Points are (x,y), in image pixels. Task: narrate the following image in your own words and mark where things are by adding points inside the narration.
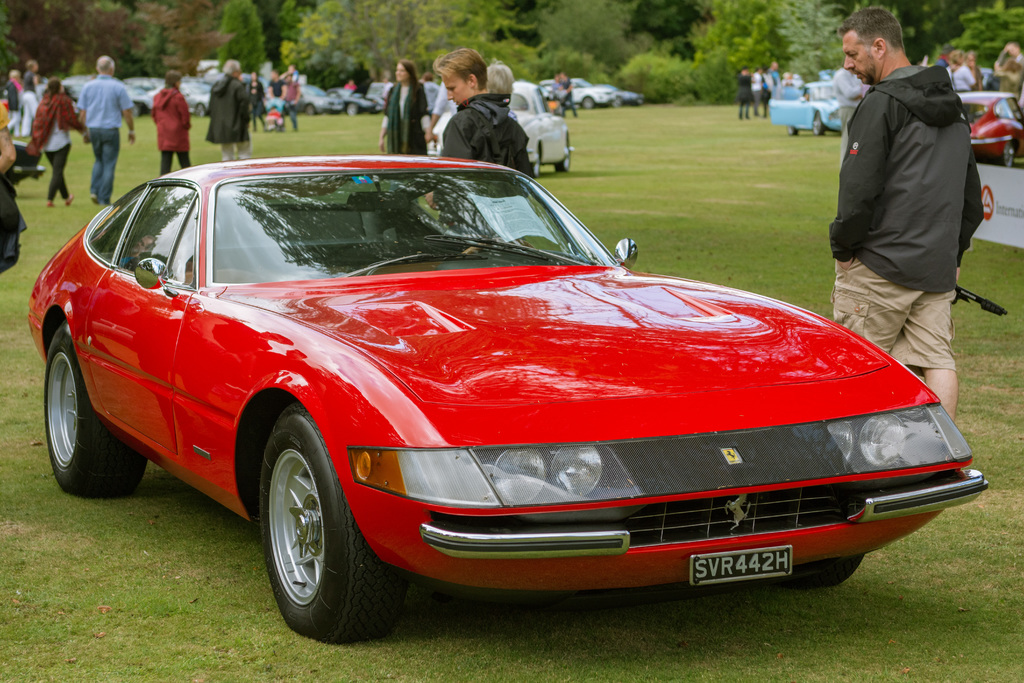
In this image I can see a vehicle (212,420) in red color. Background (623,25) I can see group of people (100,175) walking and few vehicles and I can see trees (550,31) in green color.
